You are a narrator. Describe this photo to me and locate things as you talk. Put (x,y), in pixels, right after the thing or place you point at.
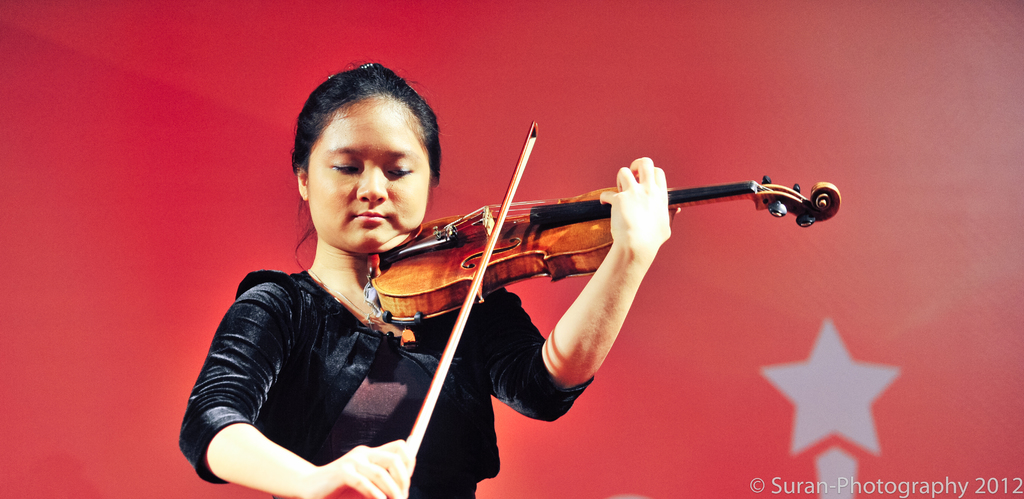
In this picture we can see a woman (386,346), she is playing violin (493,216), behind to her we can see red color background (142,235).
